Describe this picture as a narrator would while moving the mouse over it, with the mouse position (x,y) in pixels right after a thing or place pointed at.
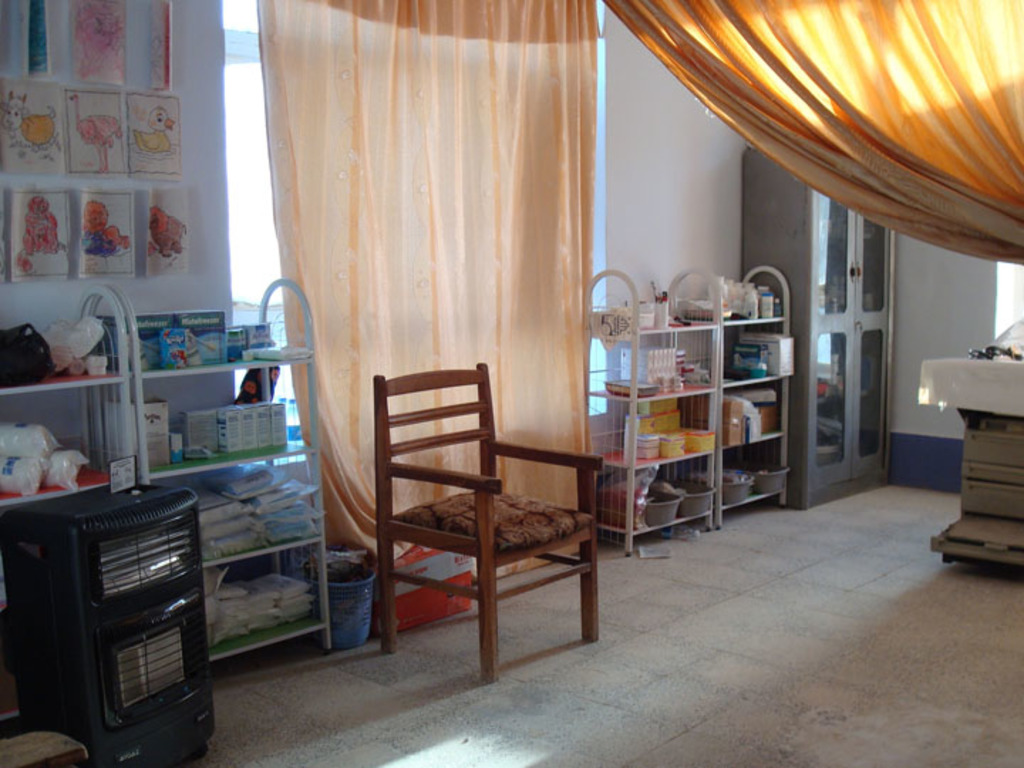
Here in this picture we can see a chair (467,498) present on the floor (474,614) and we can also see some racks (220,464) with number of things (684,400) present on it over there and beside that we can see an cup board (761,189) present and on the wall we can see drawings (15,217) present and we can see curtains (325,192) present over there.
